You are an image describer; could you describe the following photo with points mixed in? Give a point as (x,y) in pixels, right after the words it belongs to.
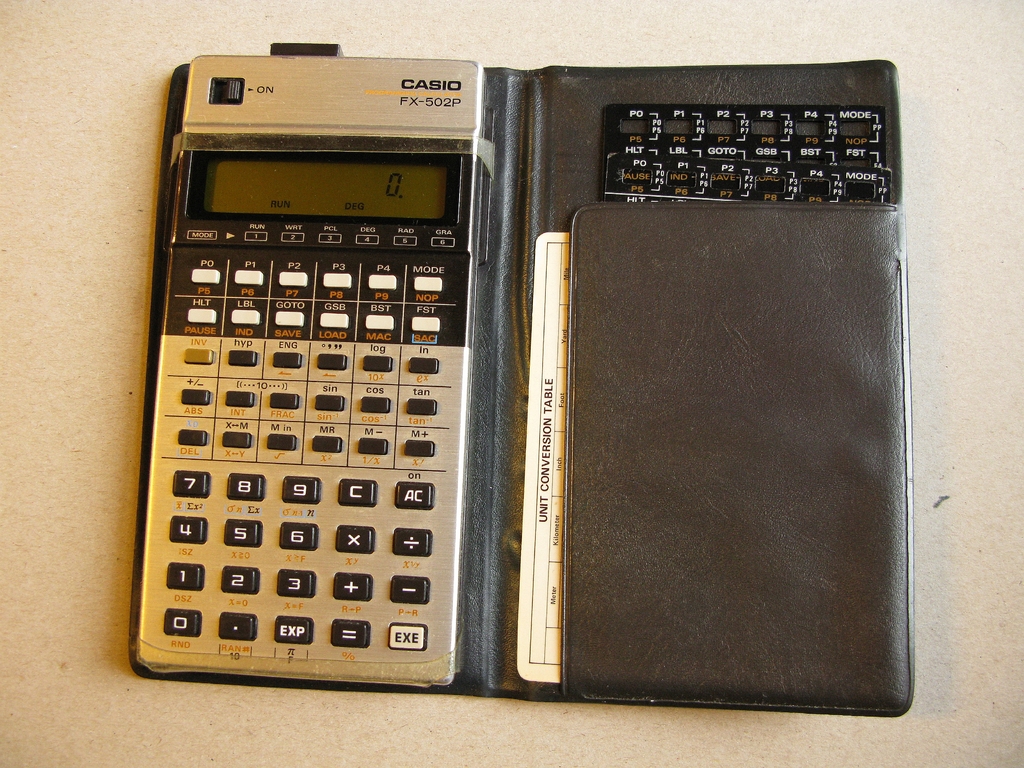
In this picture, we can see an electronic device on the ground (977,60), we can see a card (541,627) with some text (554,521) on it.
